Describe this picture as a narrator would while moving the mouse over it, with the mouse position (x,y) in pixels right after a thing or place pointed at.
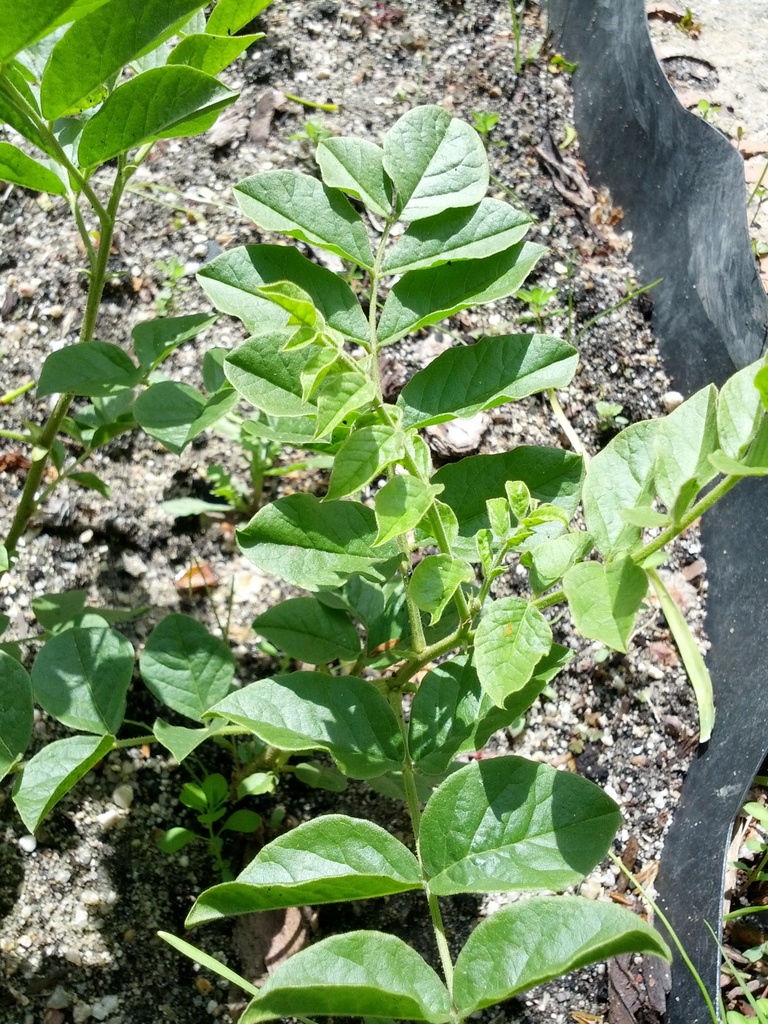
In this image in the front (325,381) there are plants (392,510). In the background (641,105) there is an object (608,60) which is black in colour and there are dry leaves (266,117) on the ground (391,124).
